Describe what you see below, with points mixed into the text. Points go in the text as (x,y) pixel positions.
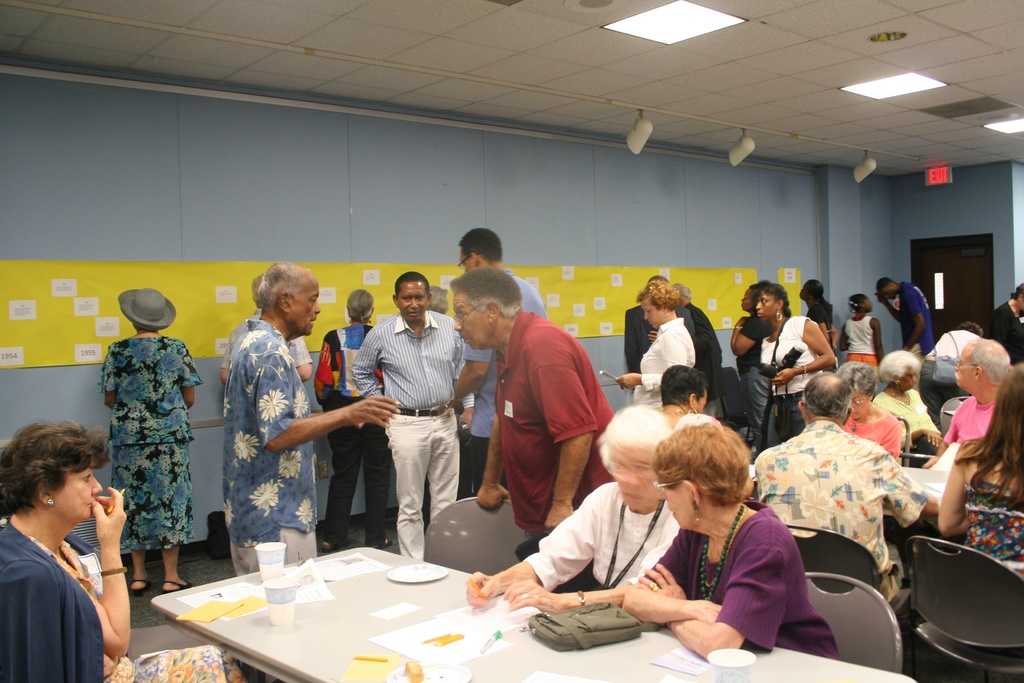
In the image there are people (728,471) sitting on either side of table (382,588) with papers (474,651), pens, bag (601,609) and cups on it, on the back (283,410) there are many people (283,410) standing, walking and staring at the wall (108,254) in the front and there are lights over the ceiling (834,42).
